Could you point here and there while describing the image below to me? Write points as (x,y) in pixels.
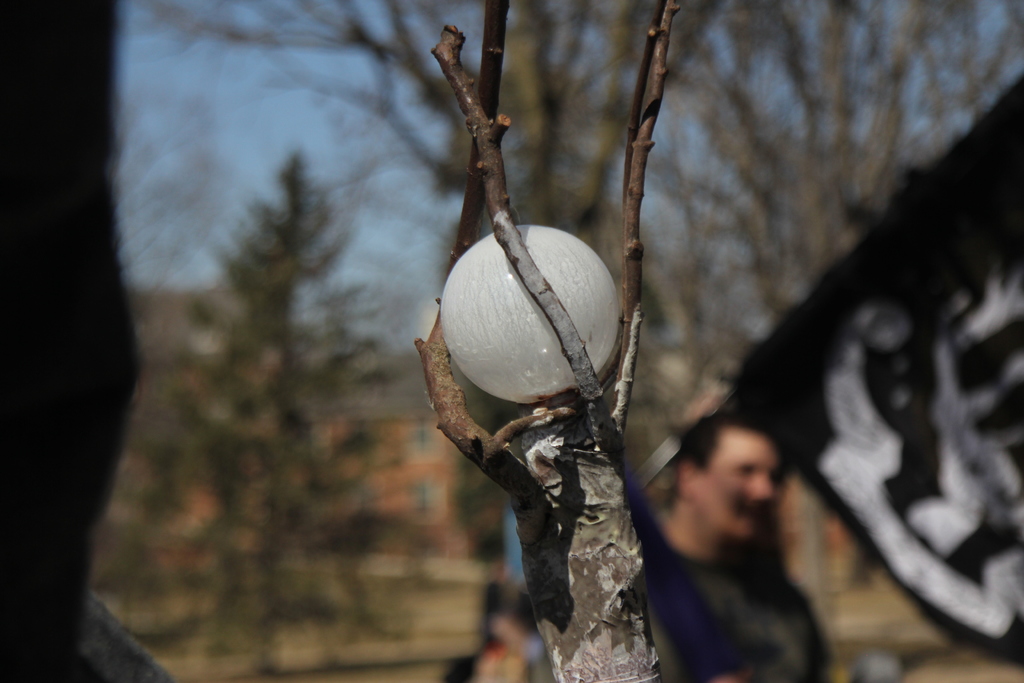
In this image we can see a ball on the branch (604,508) of a tree (604,495). On the backside (775,415) we can see the flag (1018,298), a man (740,616), a group of trees (234,334), a building (431,450) with windows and the sky (413,204) which looks clear.
